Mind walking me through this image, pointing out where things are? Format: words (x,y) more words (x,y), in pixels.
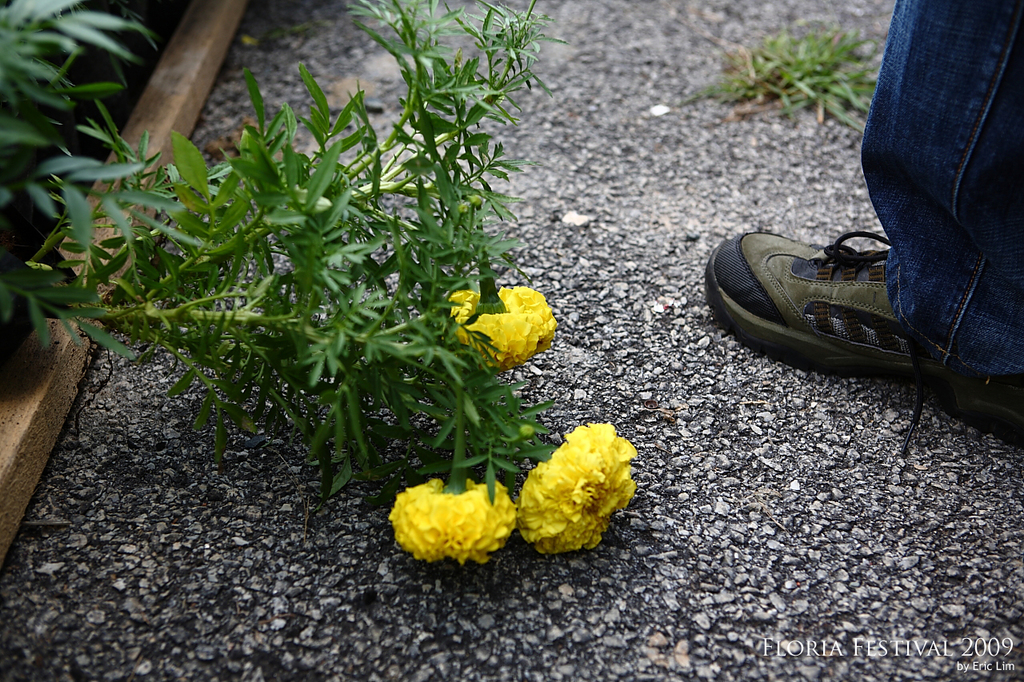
On the left side of the image (118,173) there are plants (41,68) and flowers (631,467). On the right side of the image (721,317) we can see the leg (1023,332) of a person (757,314) on the road (694,544). There is some text (1002,668) at the bottom of the image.
